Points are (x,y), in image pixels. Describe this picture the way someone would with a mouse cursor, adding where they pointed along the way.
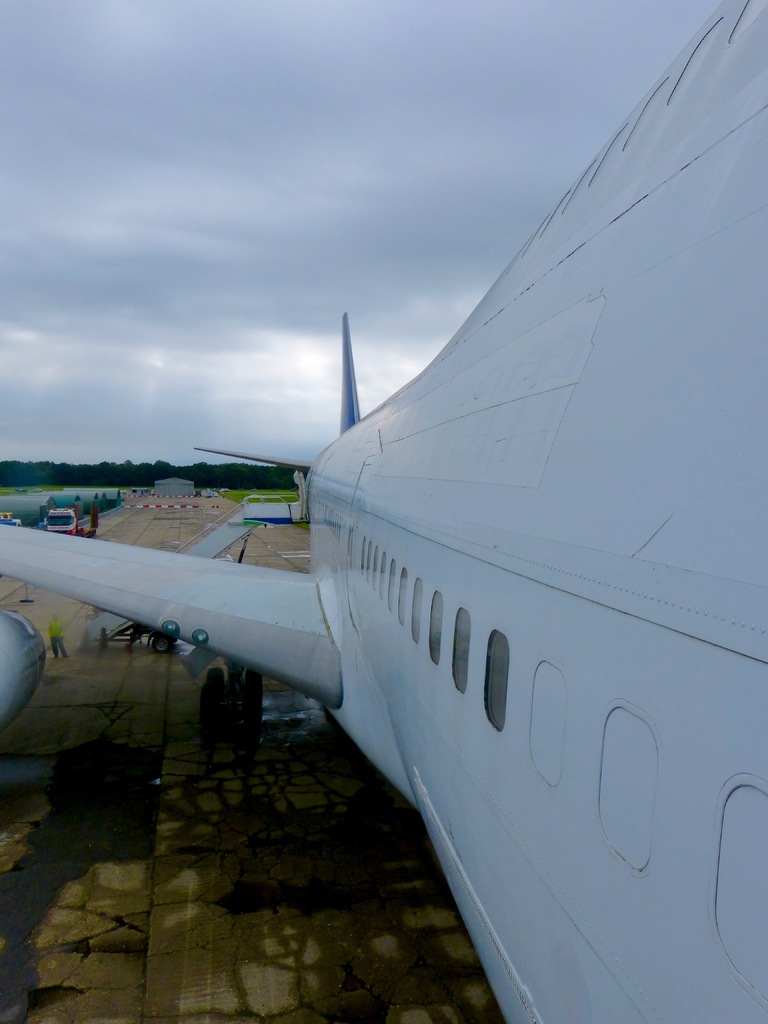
In this picture there is an aeroplane (533,364) on the right side of the image (558,923) and there are other vehicles (72,518) on the left side of the image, there are trees (82,479) in the center of the image (267,469).
